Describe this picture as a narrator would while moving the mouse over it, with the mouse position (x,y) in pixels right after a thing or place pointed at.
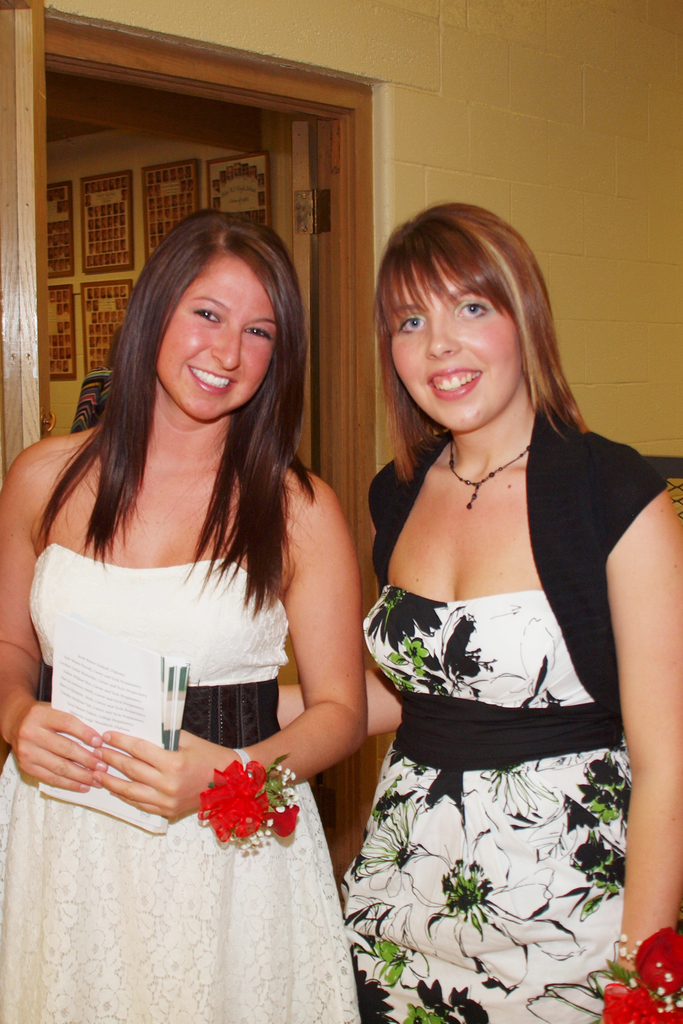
In this picture we can see flowers (233,841), two women (302,780) standing and smiling and a woman (170,934) holding books (100,639) with her hands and at the back of them we can see frames (247,164), walls (100,160), person (76,427).
